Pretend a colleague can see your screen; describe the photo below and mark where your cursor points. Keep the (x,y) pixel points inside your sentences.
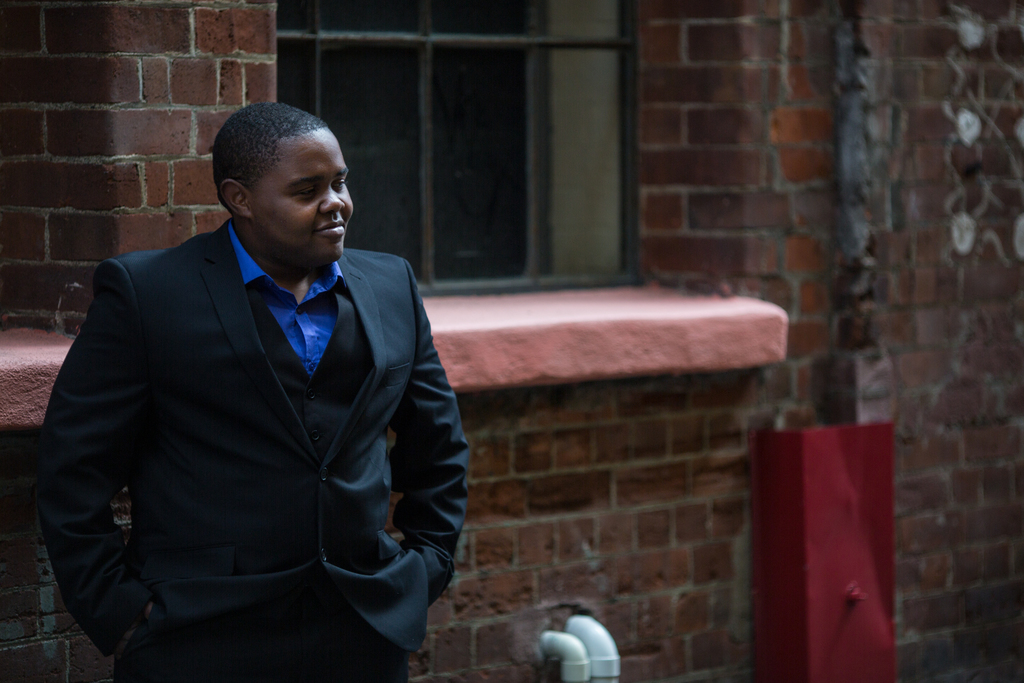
In this image there is a person (289,504) standing with a smile on his face (305,234), back of the person (339,498) there is a building (569,433) with red bricks (651,580).
